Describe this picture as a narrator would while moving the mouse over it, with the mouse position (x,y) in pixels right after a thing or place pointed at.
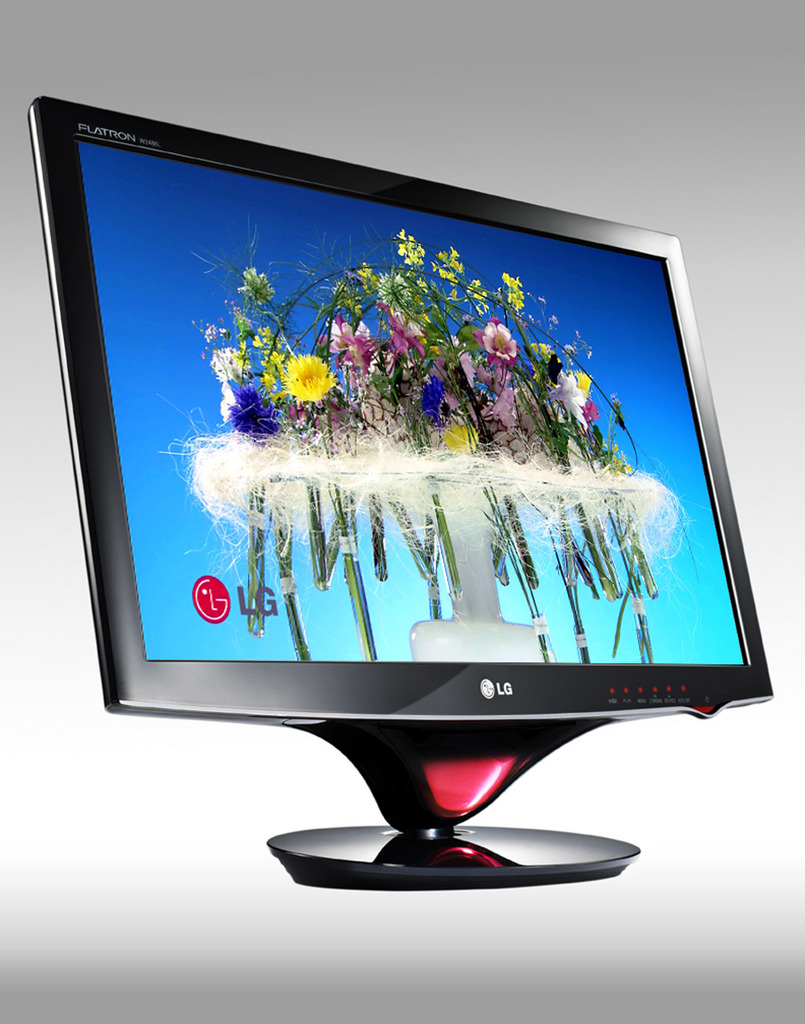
In this picture there is a television (618,493). In the screen (505,348) we can see the flowers (400,322) and water (577,537). At the bottom of the screen (346,648) we can see the company logo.
